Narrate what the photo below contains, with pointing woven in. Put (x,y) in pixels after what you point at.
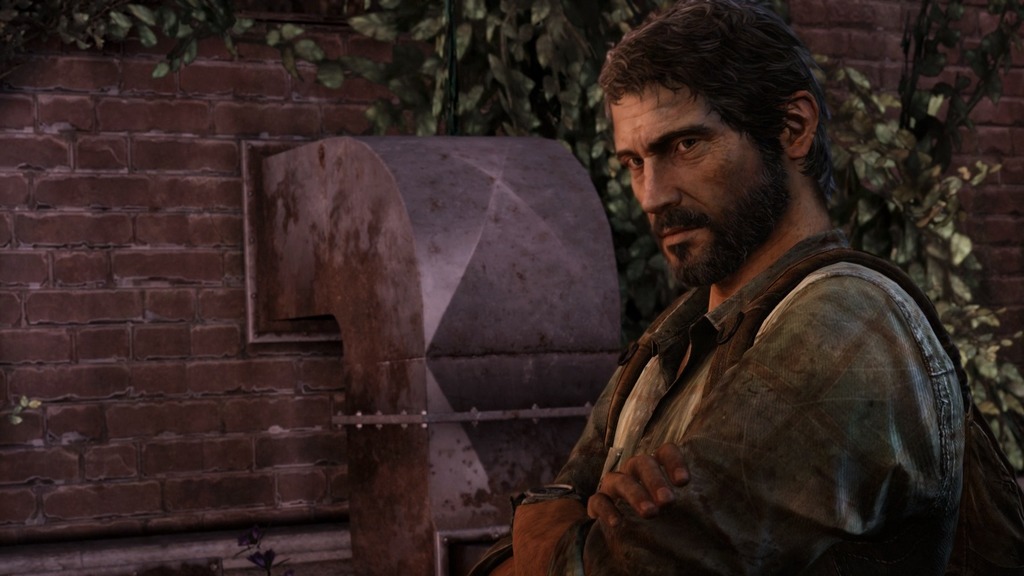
In the image there is a man (736,203) and behind the man (742,185) there is a brick wall (225,122), in front of the brick wall (224,153) there is a plant (935,260).
